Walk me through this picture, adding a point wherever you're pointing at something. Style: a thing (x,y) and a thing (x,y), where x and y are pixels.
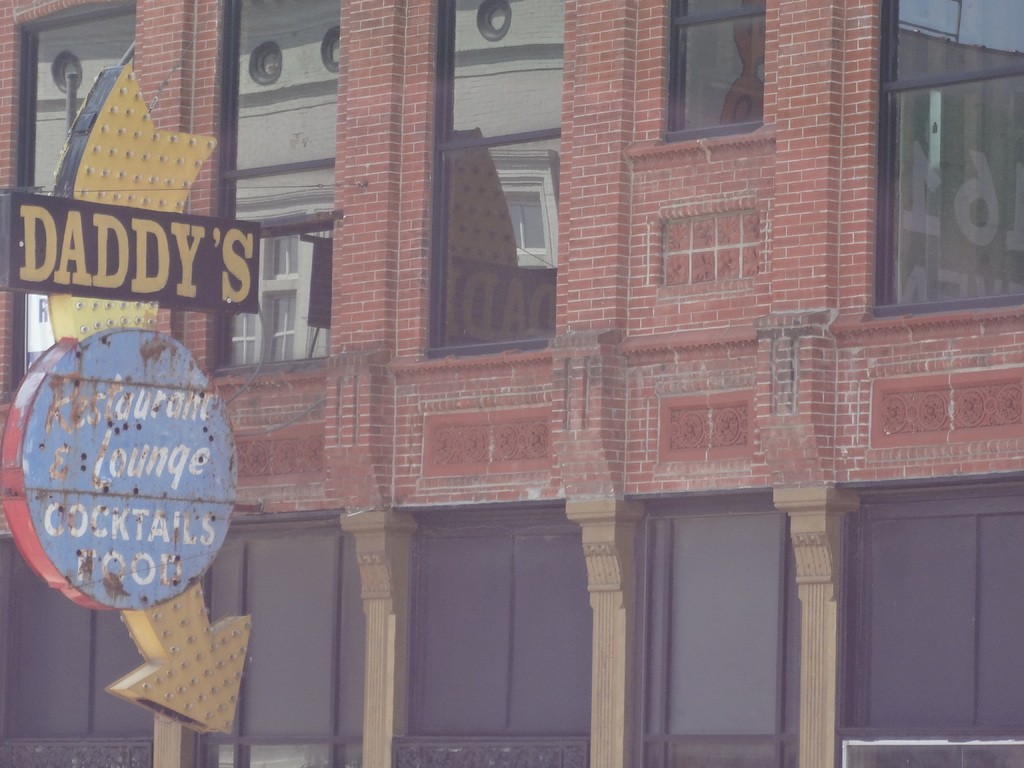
In this image there is a building (728,593). On the left (87,565) we can see a board (141,529). There are windows (331,29).
